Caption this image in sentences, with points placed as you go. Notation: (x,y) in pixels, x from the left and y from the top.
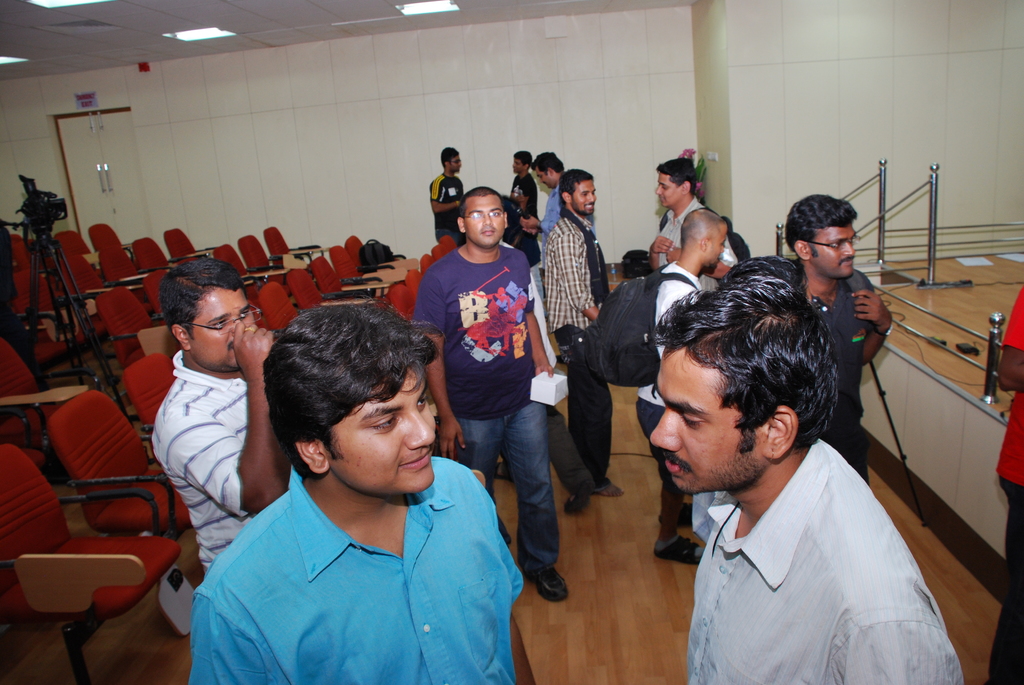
In this image there are persons (454,377) standing. On the left side (156,321) there are empty chairs (119,321) and there is a camera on the stand (64,258) and there is a door (78,208) which is white in colour. On the right side (886,215) there are railings (888,210) and there are wires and on the top (189,33) there are lights (189,33).
